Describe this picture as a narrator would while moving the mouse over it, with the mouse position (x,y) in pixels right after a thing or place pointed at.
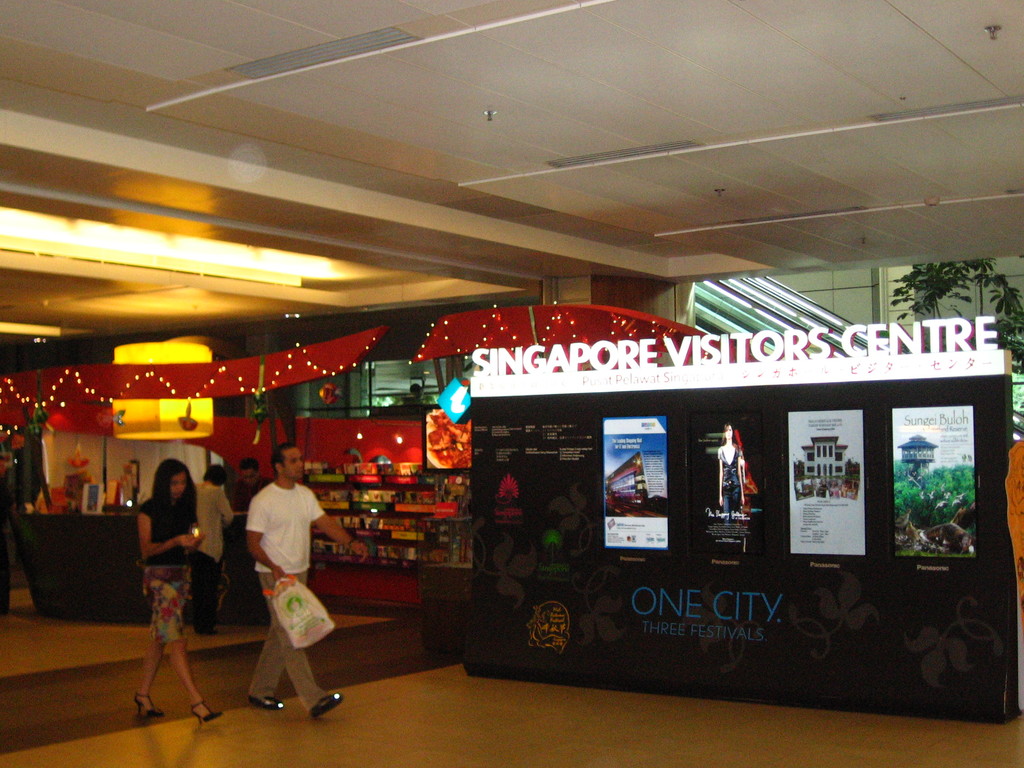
In this image a man (274,615) and women (173,631) are walking, in the background (369,430) there is a shop (399,506), in that shop (338,480) there is a man (239,506) and women (220,513), on the right side (802,361) there is a board (627,682), on that board (570,496) there are some pictures (648,449) and text (499,362), at the top (599,170) there is ceiling (527,274) and text (893,339).
